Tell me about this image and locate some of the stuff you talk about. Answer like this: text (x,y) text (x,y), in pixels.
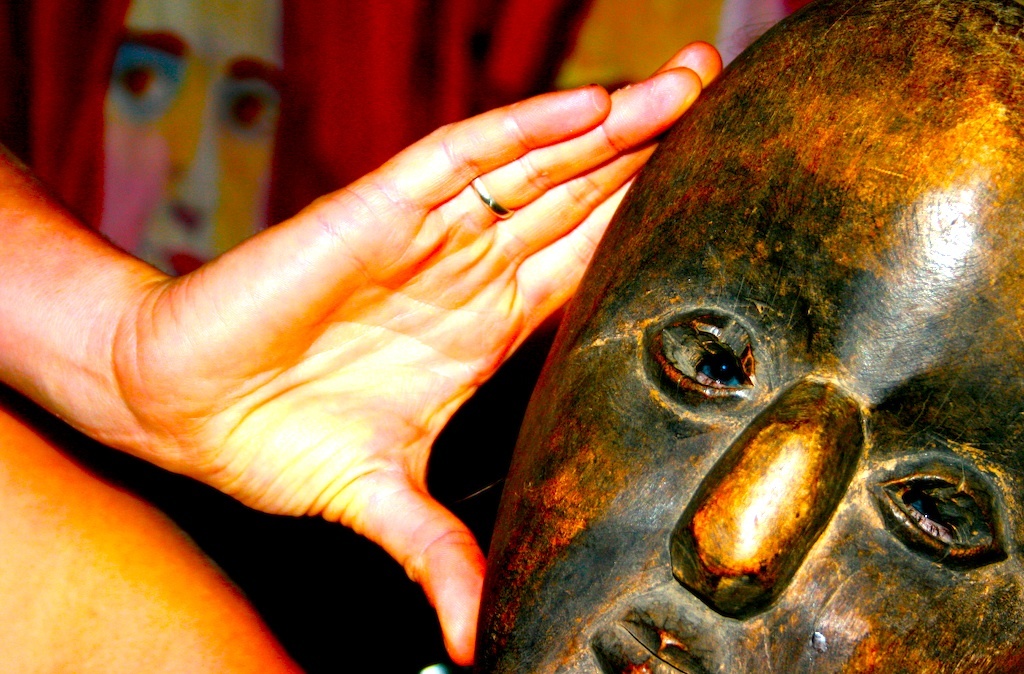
In the right side (806,146) a mask (886,374) and in the left side (159,385) it is a hand (378,313) of a human (315,291).
